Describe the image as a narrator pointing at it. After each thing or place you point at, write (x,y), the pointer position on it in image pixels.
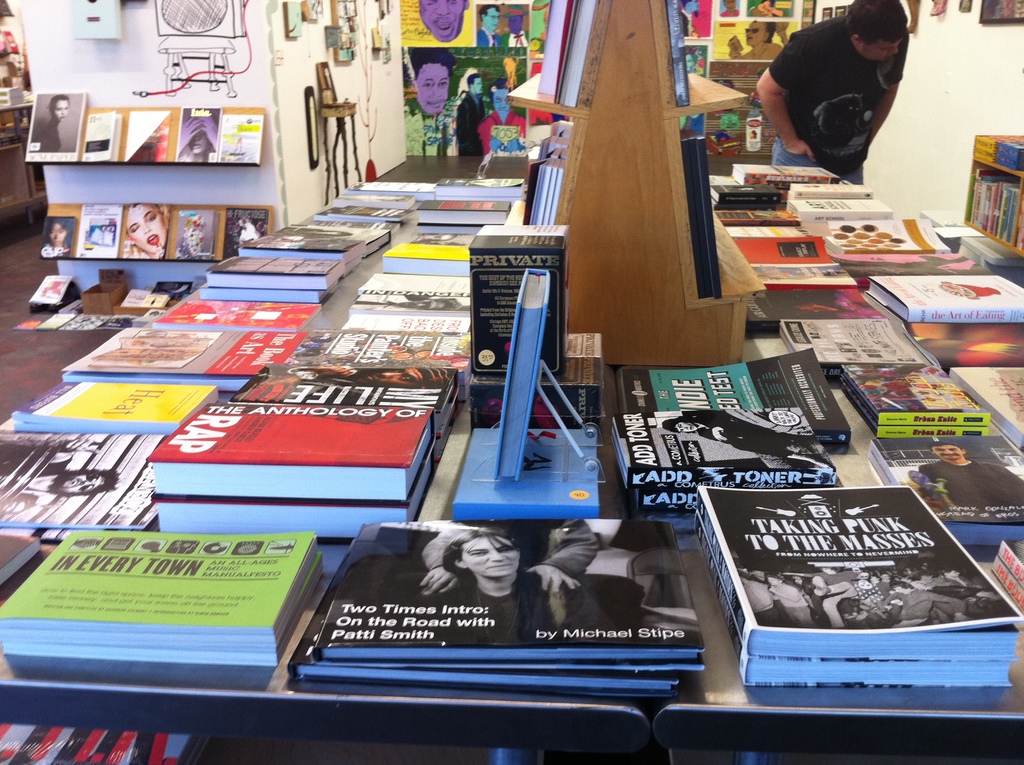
In this image we can see many books (524,498) placed on the table (747,231).
